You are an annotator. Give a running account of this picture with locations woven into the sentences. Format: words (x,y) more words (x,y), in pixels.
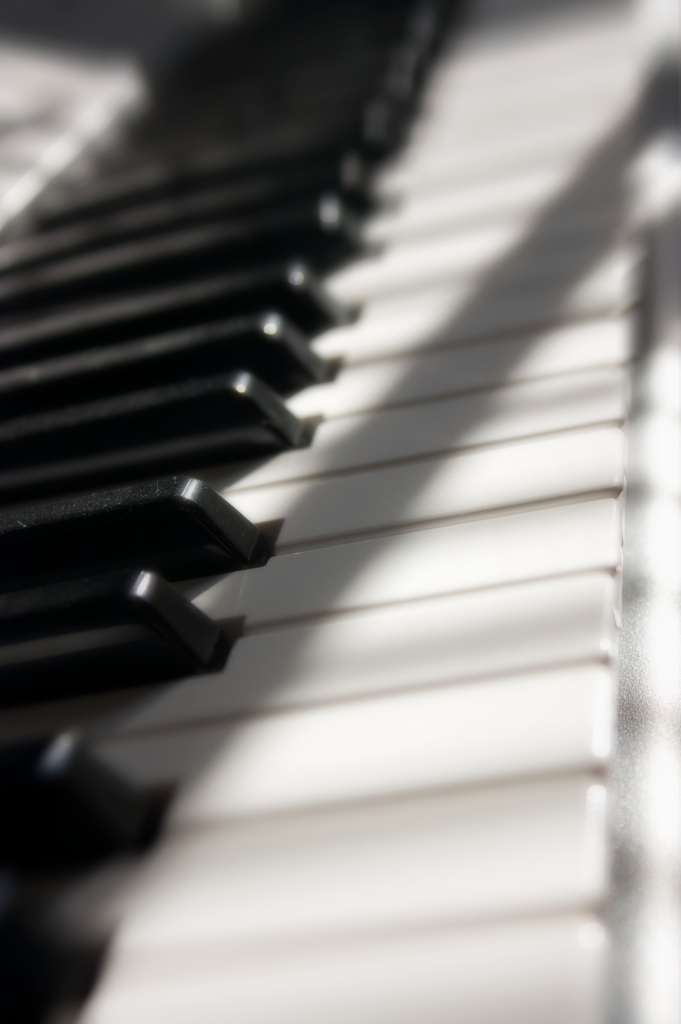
In this image there is a keyboard (384,634) with keys (159,442) on it.
